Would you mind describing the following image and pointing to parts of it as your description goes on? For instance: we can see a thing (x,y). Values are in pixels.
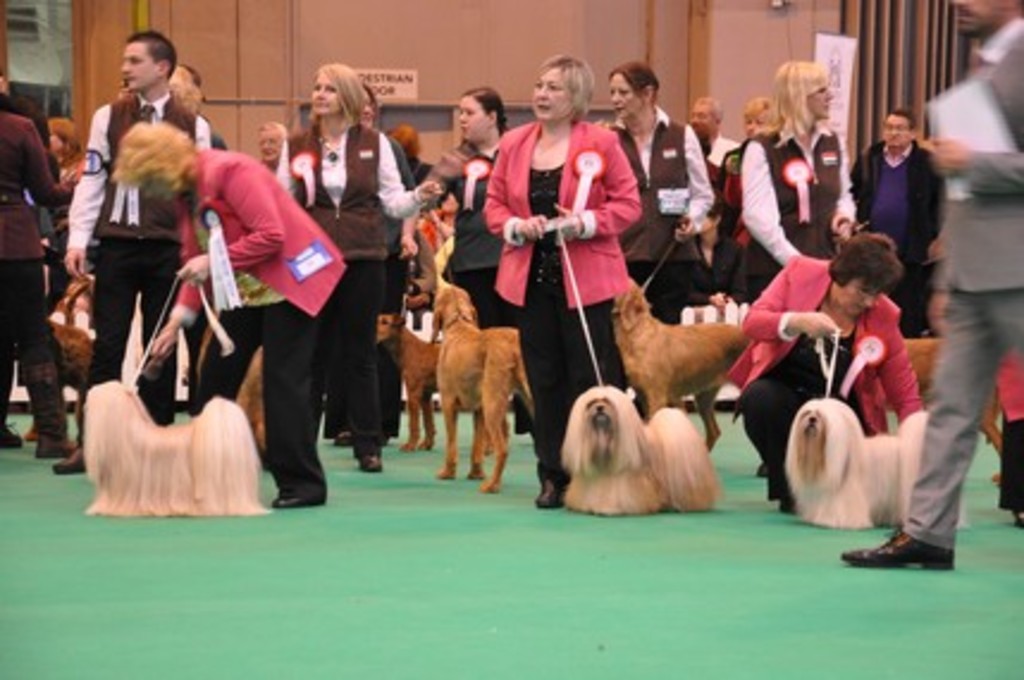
In this image I can see there are group of persons (561,284) holding thread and thread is visible on dog's neck (842,439) and at the top (536,37) I can see the wall (733,33) and notice paper (849,64) attached to the wall (457,91).
